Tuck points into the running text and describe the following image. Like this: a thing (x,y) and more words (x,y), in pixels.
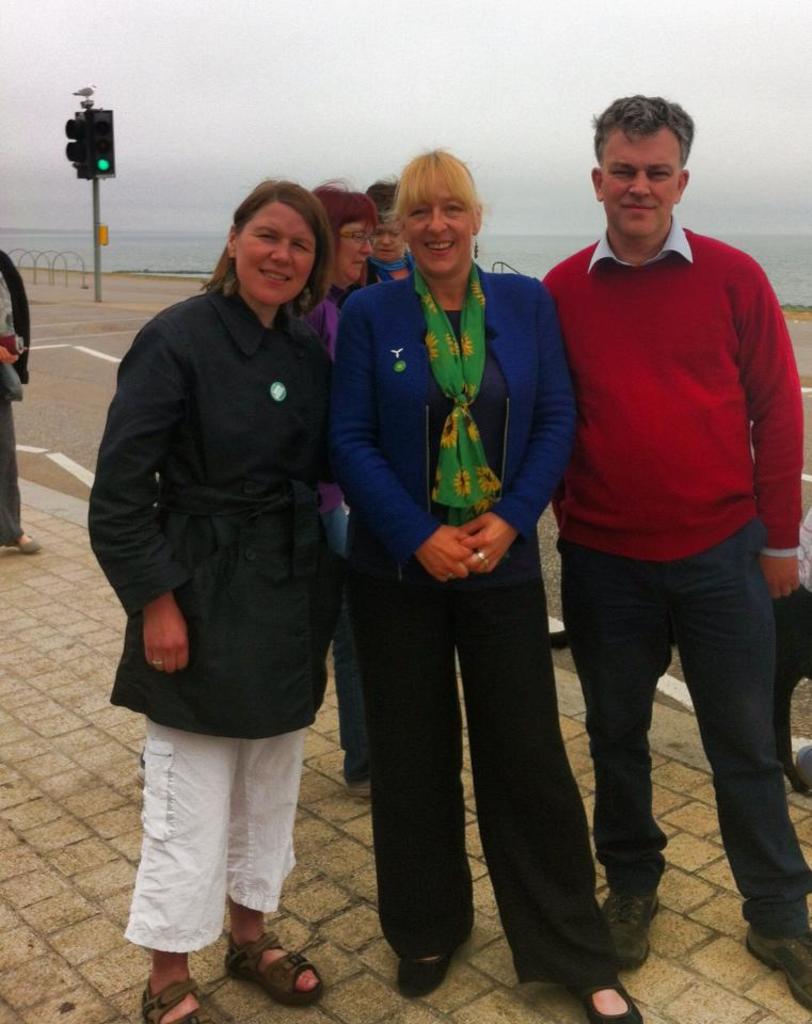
In this image I can see the group of people (229,654) are standing to the side of the road (24,572). I can see these people (373,481) are wearing the different color dresses (423,484). In the background (97,296) I can see the signal pole (92,160) and there is a bird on it. I can see the water (14,249) and the sky (74,181) in the back (195,164).
